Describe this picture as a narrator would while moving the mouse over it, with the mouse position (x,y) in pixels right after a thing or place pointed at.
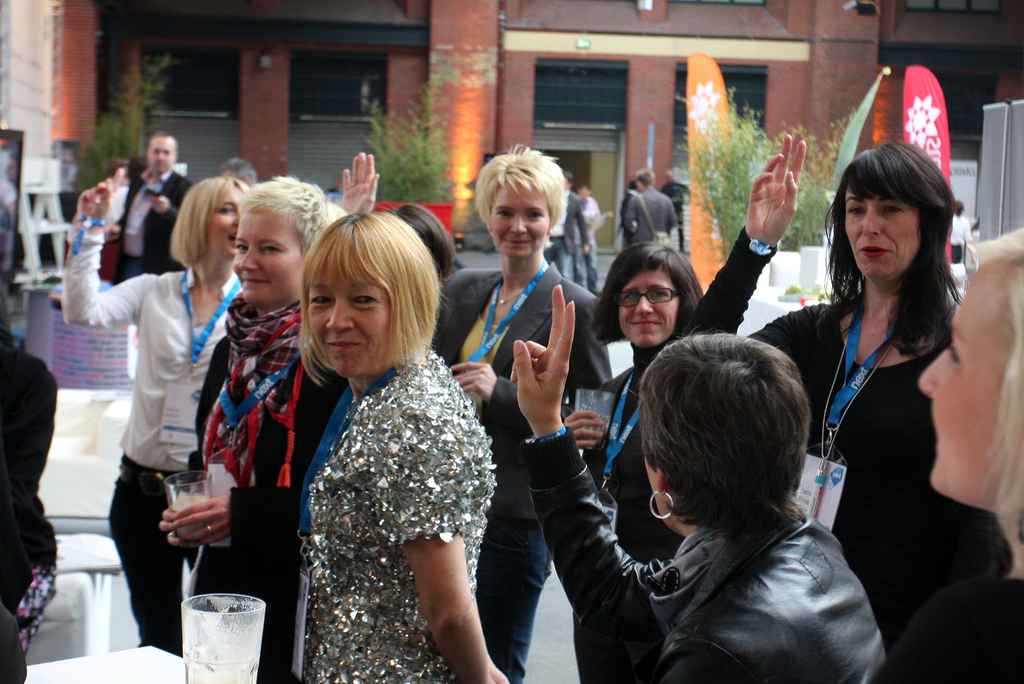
Here I can see few people (407,361) standing facing towards the left side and raising their hands (554,287) up. At the bottom (206,649) there is a glass (207,655). In the background (668,237), I can see some more people (597,210) and few plants (726,183) and also there is a building (444,39).
